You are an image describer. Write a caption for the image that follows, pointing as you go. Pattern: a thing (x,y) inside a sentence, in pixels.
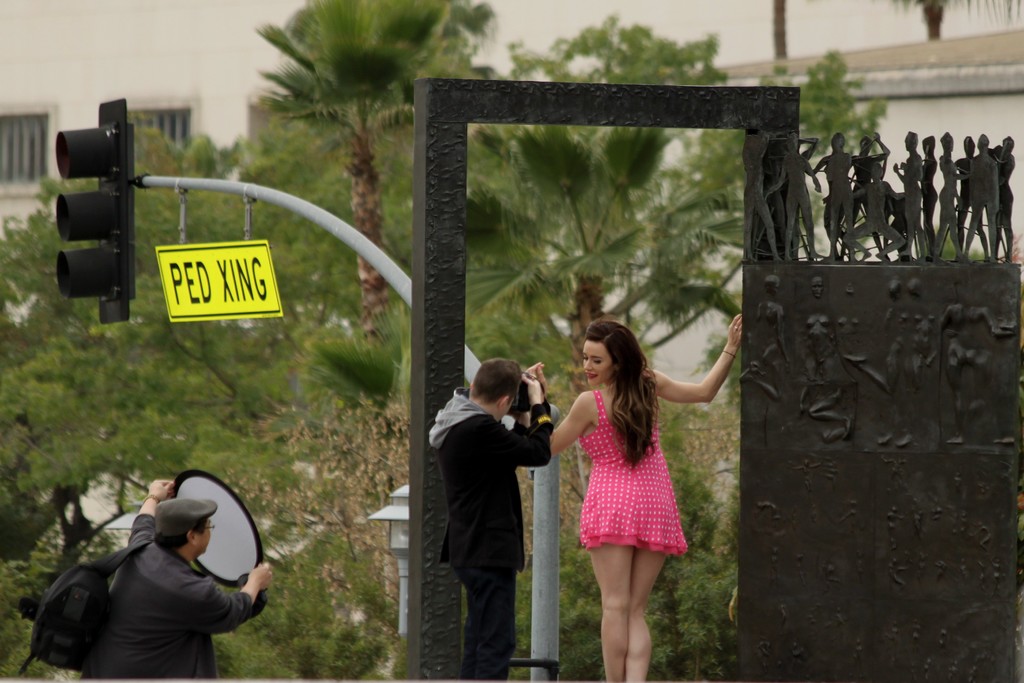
There are people (168,514) in the foreground area of the image (131,642), there are trees (511,144), houses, it seems like a stage set (777,201) and a pole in the background (654,141).
